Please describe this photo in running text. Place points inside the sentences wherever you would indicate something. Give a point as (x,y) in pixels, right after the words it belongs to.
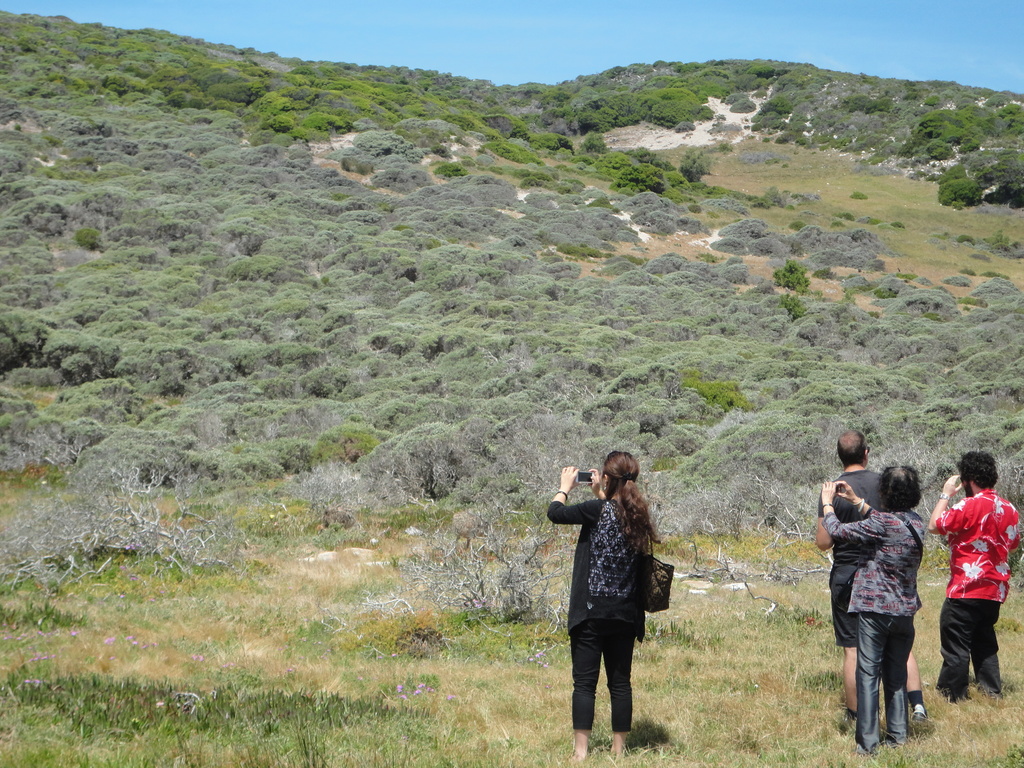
In this picture I can see there are some people (590,568) standing here and holding mobile phones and in the backdrop (294,405) there is a mountain (526,250) and the mountain (759,281) is covered with trees (316,217) and the sky (895,62) is clear.
